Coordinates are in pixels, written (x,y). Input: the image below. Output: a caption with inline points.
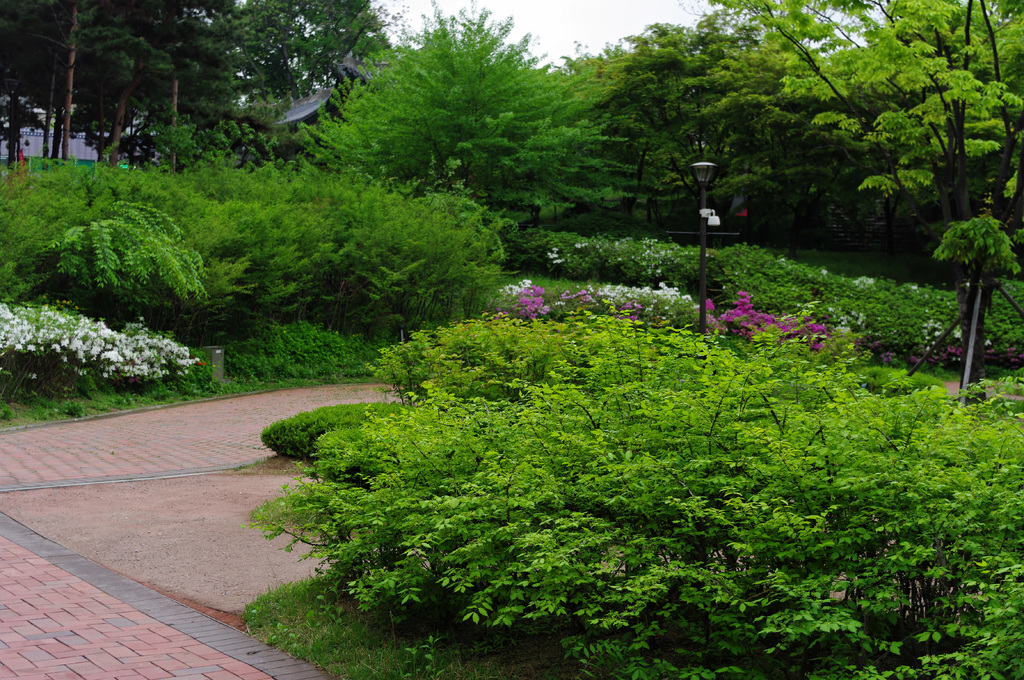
As we can see in the image there are plants (265,243), flowers (96,339), grass (308,382), trees (376,161), street lamp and on the left side (71,153) background (87,144) there is a building (75,141). At the top (580,30) there is sky (531,21).
